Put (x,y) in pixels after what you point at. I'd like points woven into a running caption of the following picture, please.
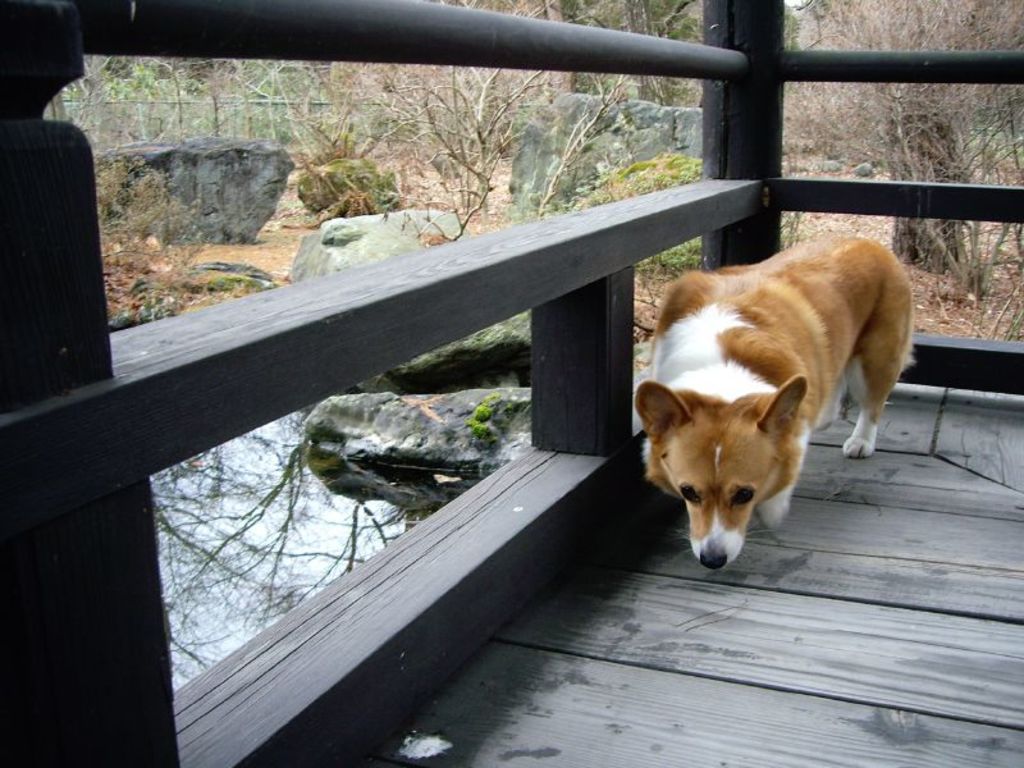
In this image there is a dog (764,460) on a wooden surface (833,579), there is a wooden fencing (495,237) truncated, there are rocks (330,232), there are trees (803,121) truncated towards the top of the image (962,33), there are trees (977,139) truncated towards the right of the image (948,116), there is water (256,496).
